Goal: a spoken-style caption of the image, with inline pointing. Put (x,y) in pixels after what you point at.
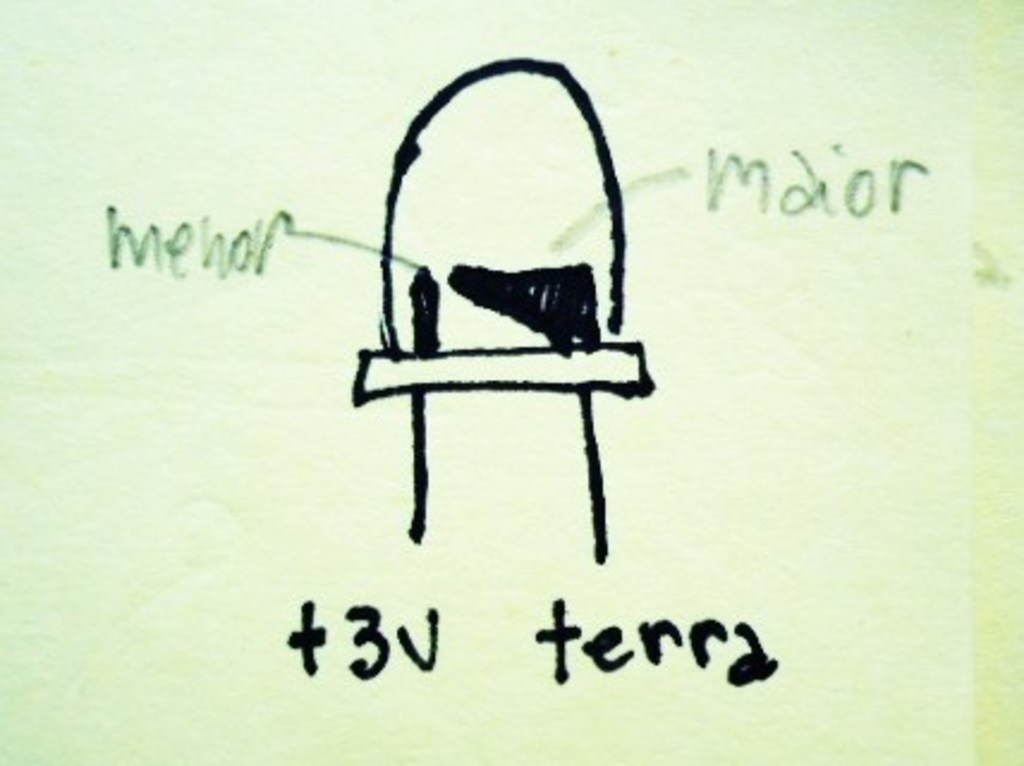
In the image we can see the paper (769,156), on the paper (630,398) there is a diagram (416,422) and text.
